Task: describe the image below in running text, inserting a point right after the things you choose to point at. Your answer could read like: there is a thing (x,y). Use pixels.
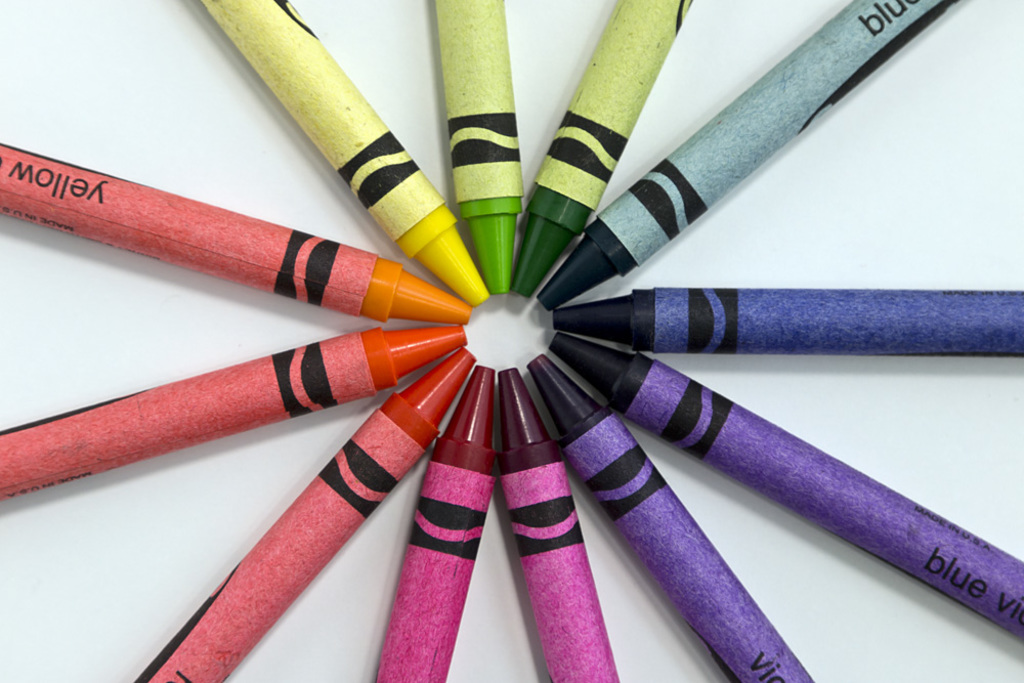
In this image I can see crayon pencils (584,116) on the floor (150,87). This image is taken in a room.
